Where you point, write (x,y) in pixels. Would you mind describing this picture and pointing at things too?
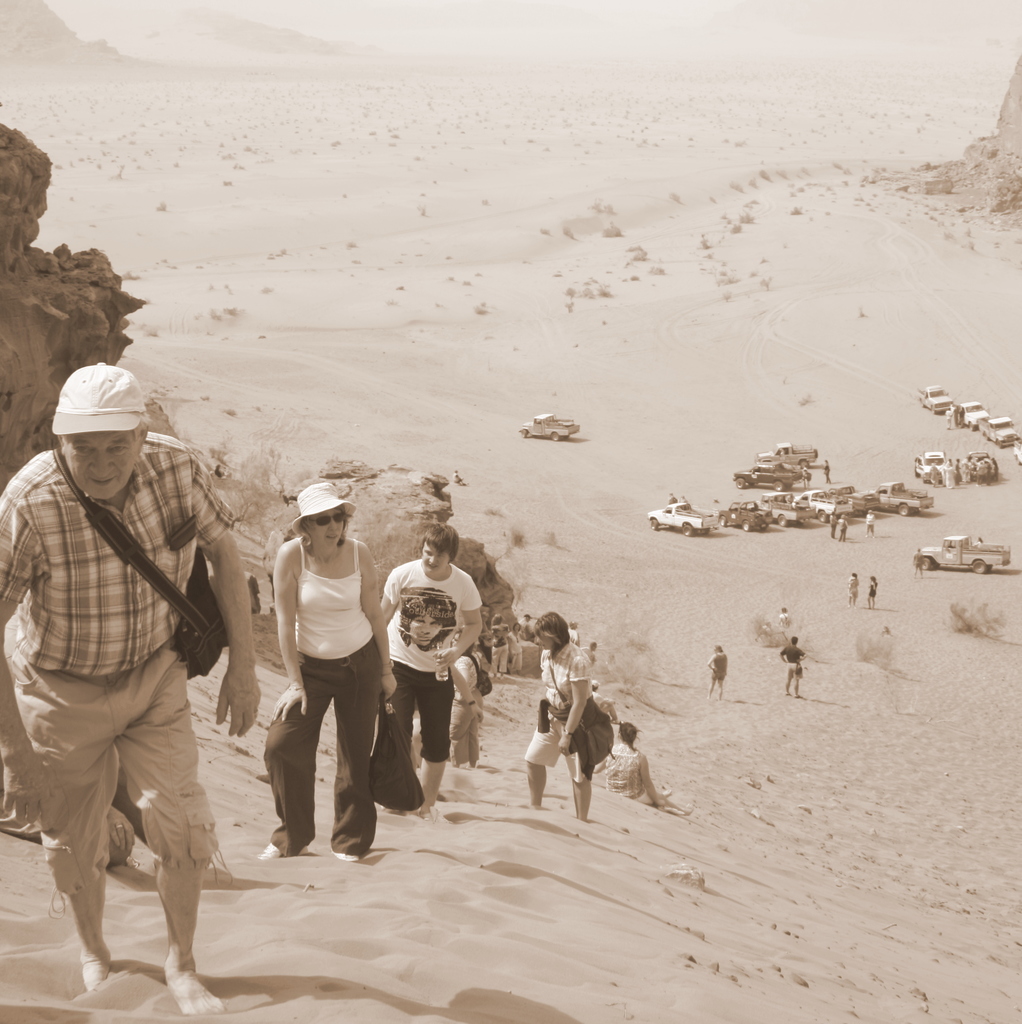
In this image we can see a desert (683,667). There are many people (602,705) in the image. There are many vehicles (919,462) in the image. Few people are carrying some objects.
